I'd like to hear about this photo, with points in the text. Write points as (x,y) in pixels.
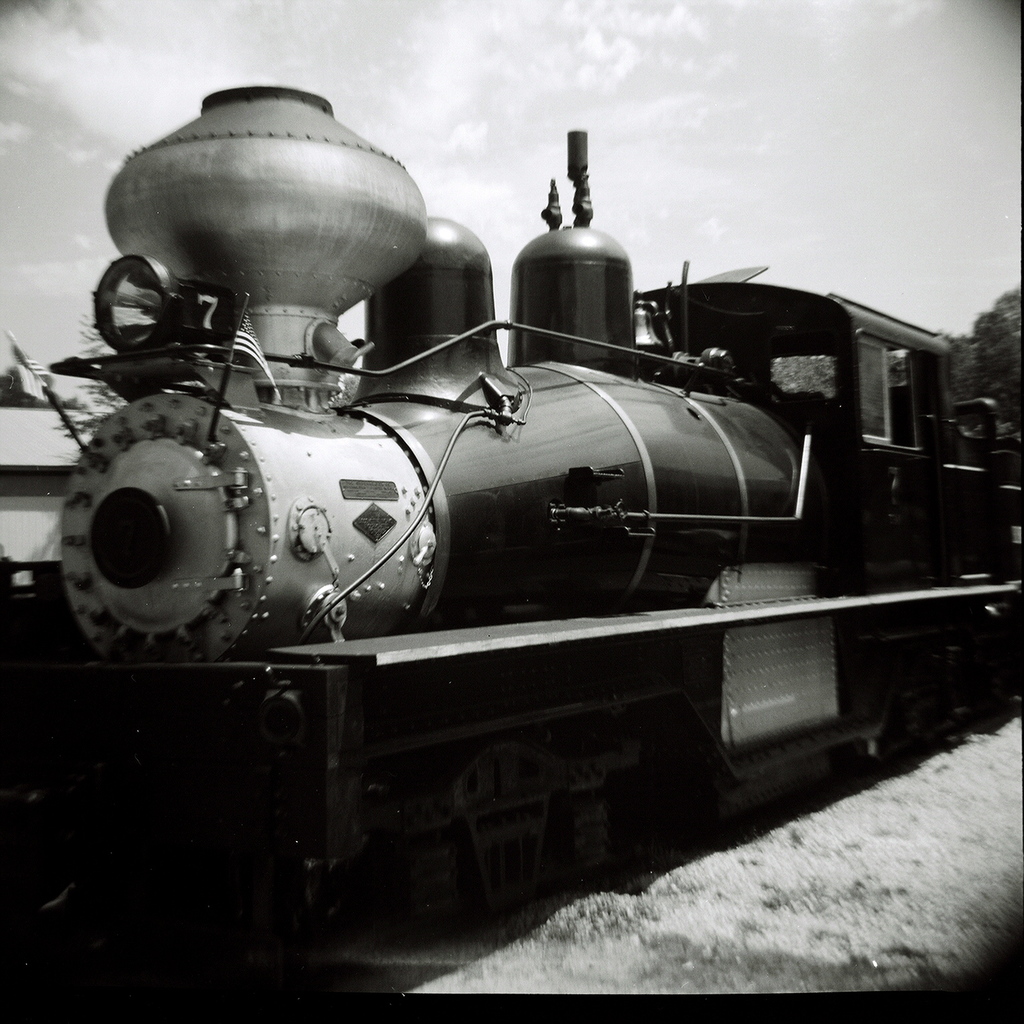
This is a black and white image. In this image I can see a train (586,689). At the bottom (811,886), I can see the ground (846,875). At the top of the image (629,92) I can see the sky (737,75).
